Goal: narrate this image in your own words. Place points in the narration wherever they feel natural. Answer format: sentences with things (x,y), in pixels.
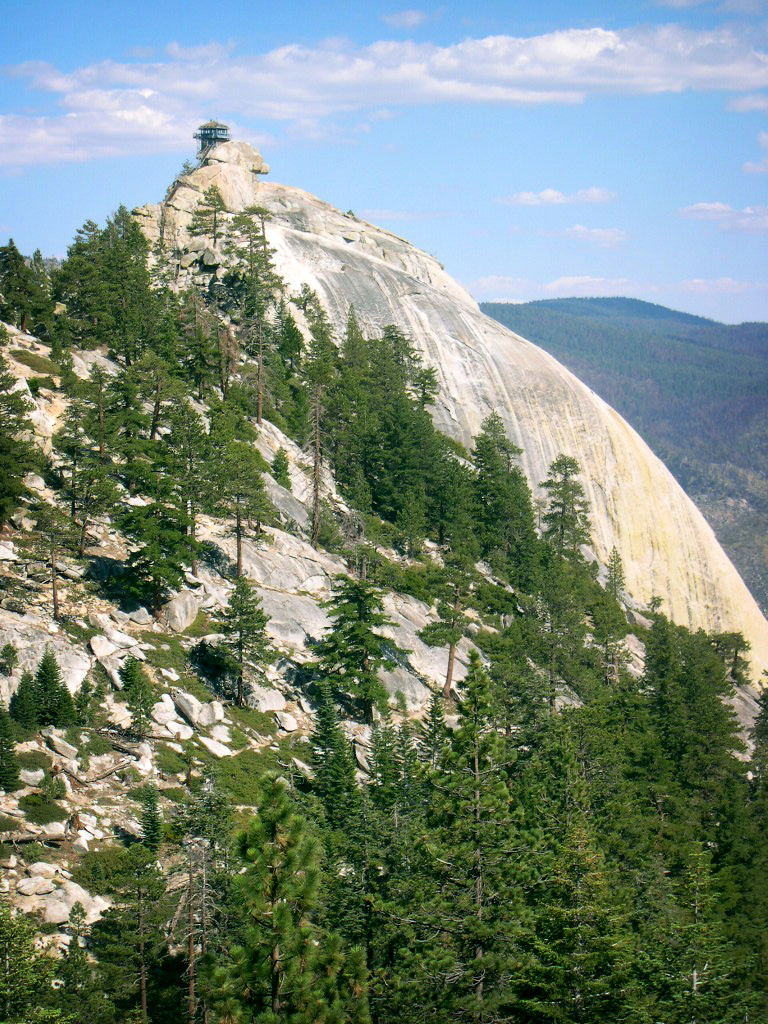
In this image, there are trees (320,987) and hills (563,431). I can see a shelter (223,139) on top of a hill (301,276). In the background (37,163) there is the sky (358,58).
